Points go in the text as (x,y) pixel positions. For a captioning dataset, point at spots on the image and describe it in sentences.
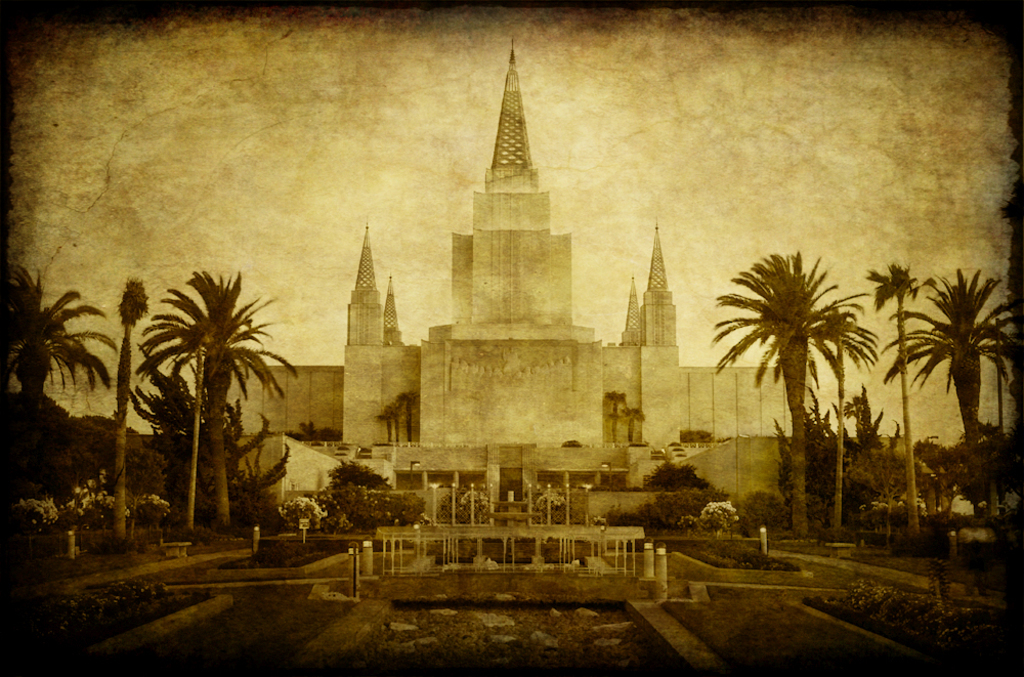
In this image we can see trees (247,516), plants (92,515) with flowers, grass (736,624) and poles (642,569). In the background (555,438) we can see a building (572,354), objects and clouds (339,233) in the sky (339,233).
